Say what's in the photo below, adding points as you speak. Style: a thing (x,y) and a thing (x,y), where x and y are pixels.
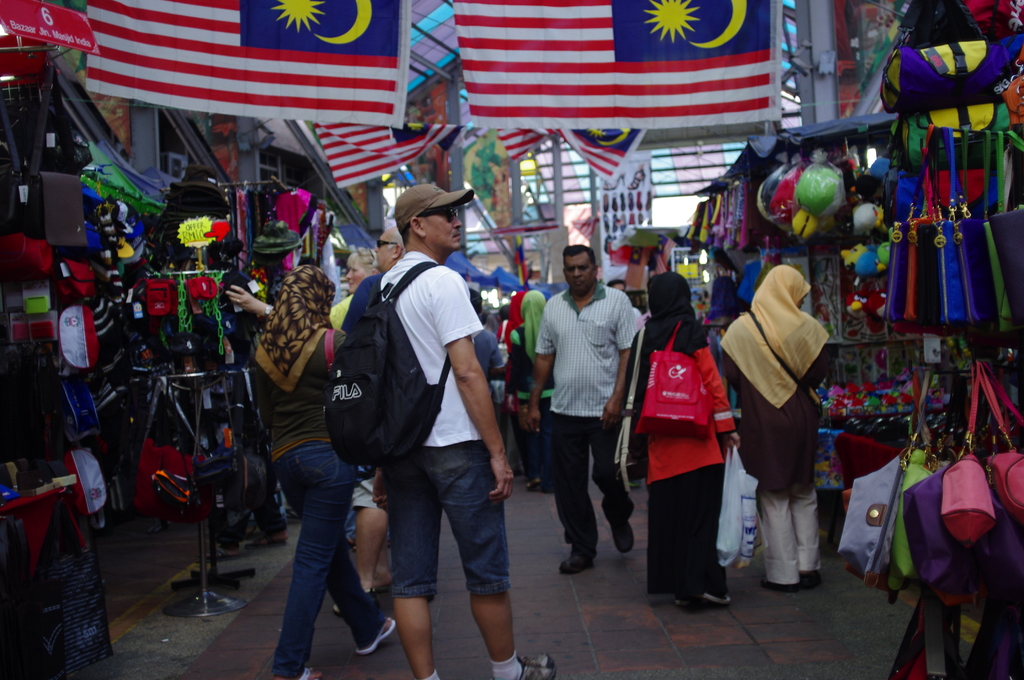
Here men (590,393) and women (525,397) are standing, these are flags (568,109).
